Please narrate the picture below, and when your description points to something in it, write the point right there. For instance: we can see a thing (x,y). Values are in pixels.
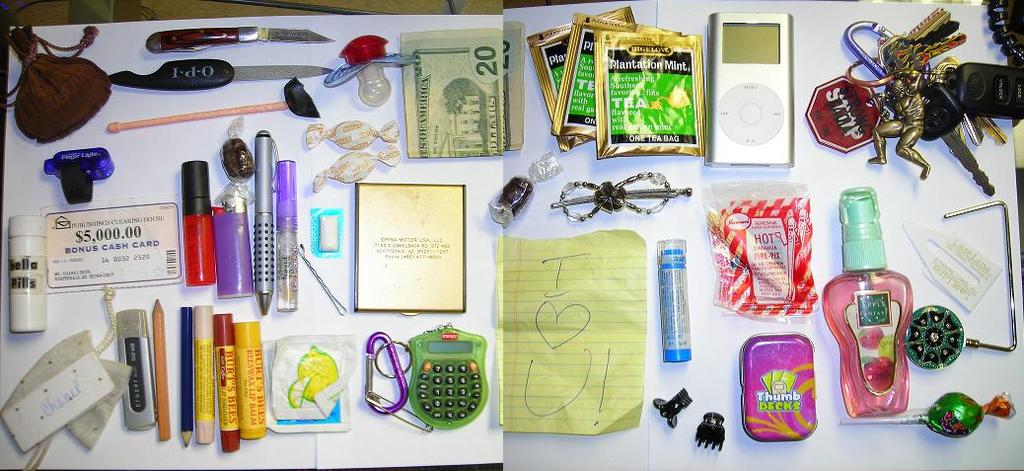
In this image there is a paper (986,44), on that paper (644,464) there are pens (271,250), chocolates (358,163), currency (456,115), keychain (902,113) and other items (432,196).
